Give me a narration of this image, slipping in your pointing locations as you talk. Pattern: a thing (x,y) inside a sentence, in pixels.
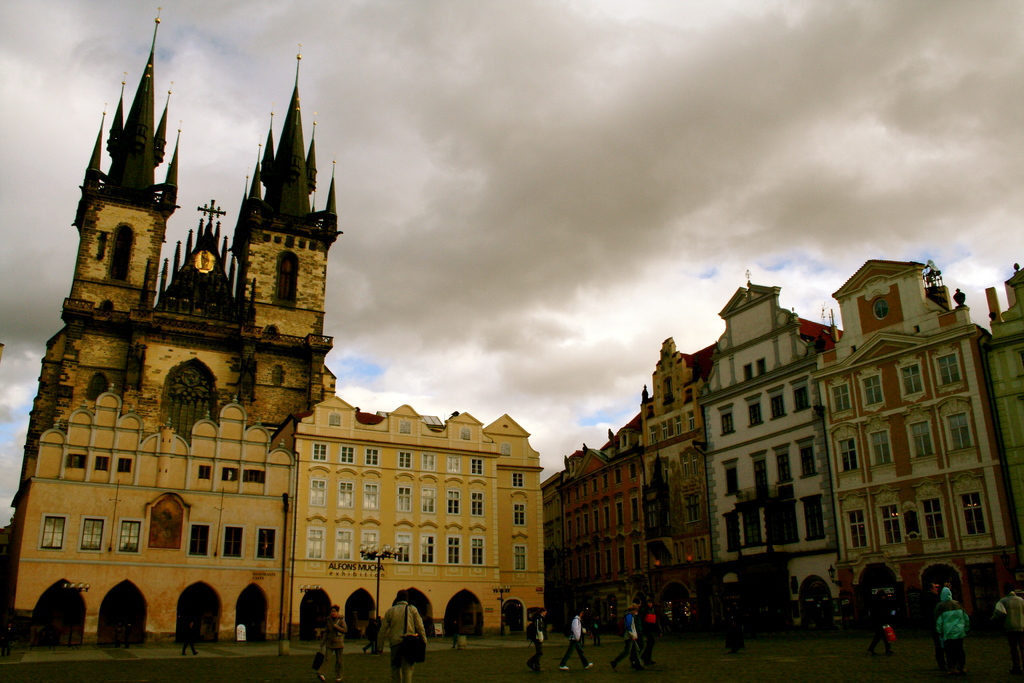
In this image, we can see buildings (456,500), walls (500,535) and windows (96,549). At the bottom (876,614), we can see few people (3,654). Few are walking on the road (708,660). Background we can see a cloudy sky (669,167). Here we can see poles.
